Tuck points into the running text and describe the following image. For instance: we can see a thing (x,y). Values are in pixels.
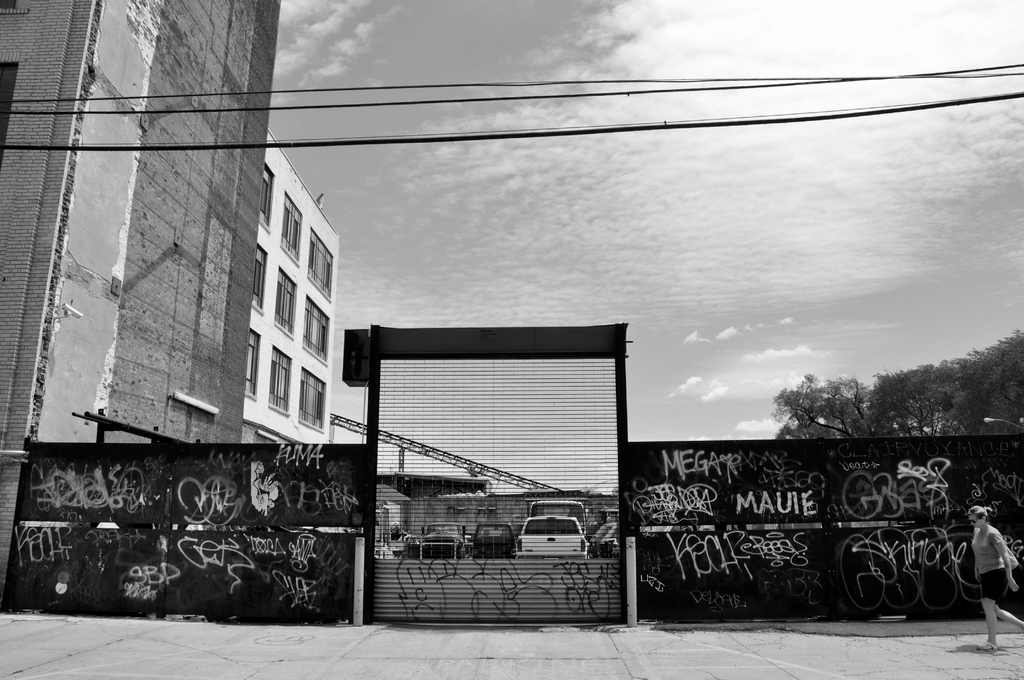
In the foreground (301,447) I can see a woman (1006,585) on the road (925,639), wall fence (860,587) and fleets of cars (522,536). In the background (484,511) I can see buildings (188,269), wires (381,104) and the sky (377,184). This image is taken on the road (363,633).
